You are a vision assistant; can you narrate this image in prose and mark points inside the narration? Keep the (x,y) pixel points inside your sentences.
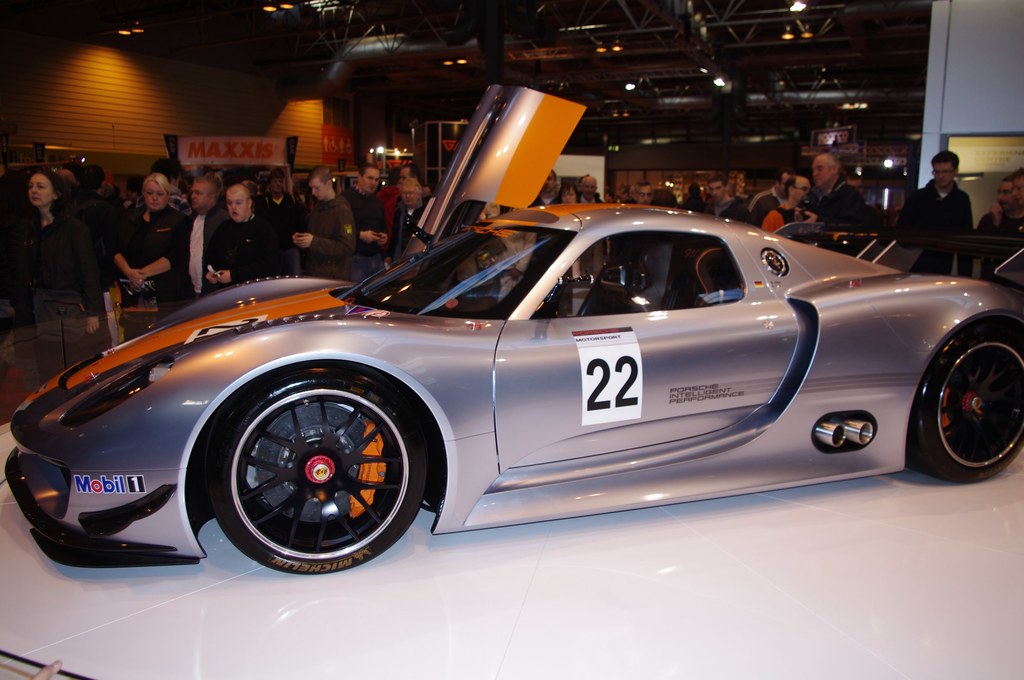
In the picture we can see a car (82,393) which is very precious and gray in color with a number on it 22 and just beside it, we can see some people (962,223) are looking it and in the background (38,108), we can see the walls (628,162) and some lights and to the ceiling (391,29) also we can see some lights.
